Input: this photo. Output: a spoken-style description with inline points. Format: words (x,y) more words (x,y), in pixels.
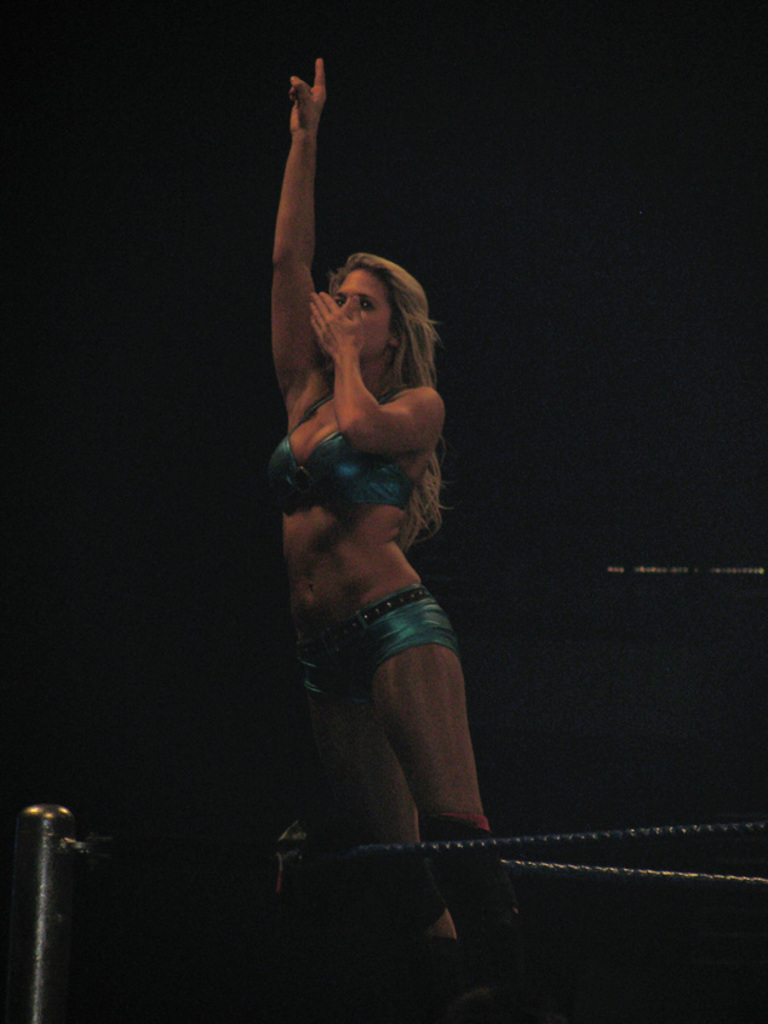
In the center of the image (301,343) we can see woman (309,503) standing on the ropes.
